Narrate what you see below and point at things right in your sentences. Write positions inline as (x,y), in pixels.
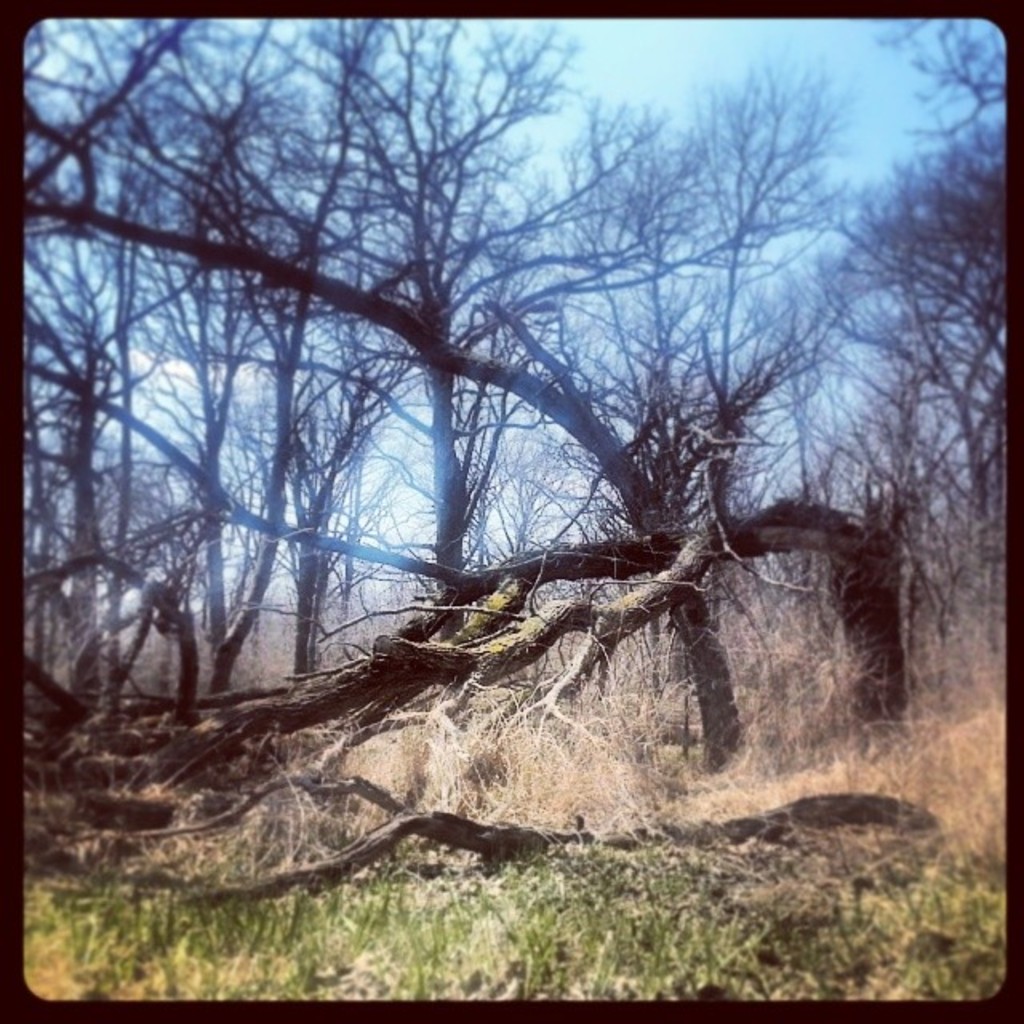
In this image I can see few trees (457,367) which are brown in color and some grass (470,895) which is green in color. In the background (616,111) I can see the sky (631,80).
